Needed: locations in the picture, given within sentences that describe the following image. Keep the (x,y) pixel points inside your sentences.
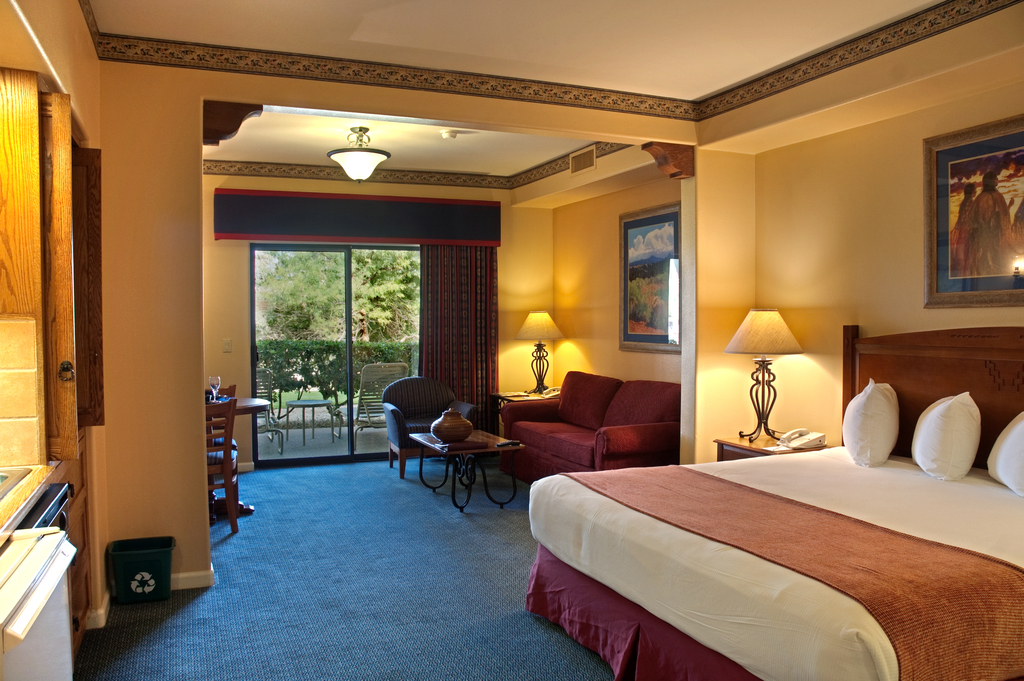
In this image at the bottom (706,535) there is one bed (691,501) beside the bed (691,473) there is one lamp (763,417) and also there is a couch (548,424), chair (408,404) and table (489,445). On the table (463,486) there is one pot (450,428) and in the center (374,332) there is a window (415,269) and curtain (423,301), on the top (680,70) there is ceiling (536,63). On the wall (739,268) we could see some photo frames (961,227) and in the background (335,314) there are some trees (316,315), at the bottom (307,574) there is a floor (328,588).
